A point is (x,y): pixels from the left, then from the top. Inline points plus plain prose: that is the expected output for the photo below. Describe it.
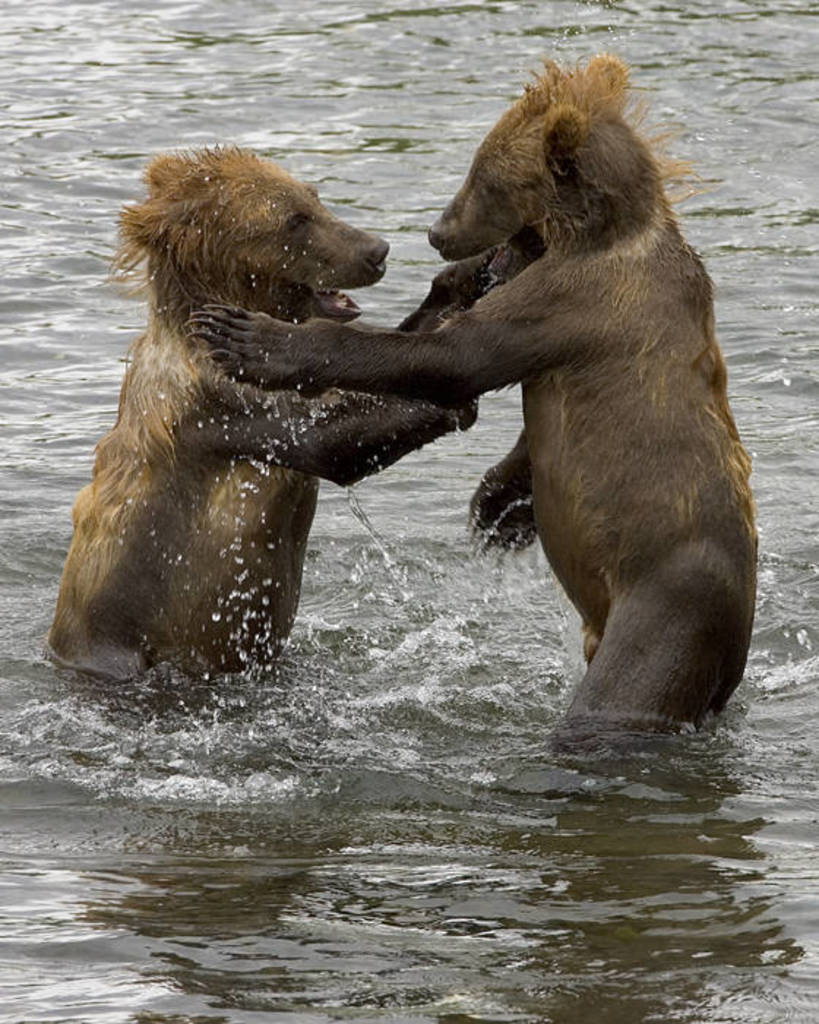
In the foreground of this image (301,545), there are two bears (634,513) in the water (369,810).
